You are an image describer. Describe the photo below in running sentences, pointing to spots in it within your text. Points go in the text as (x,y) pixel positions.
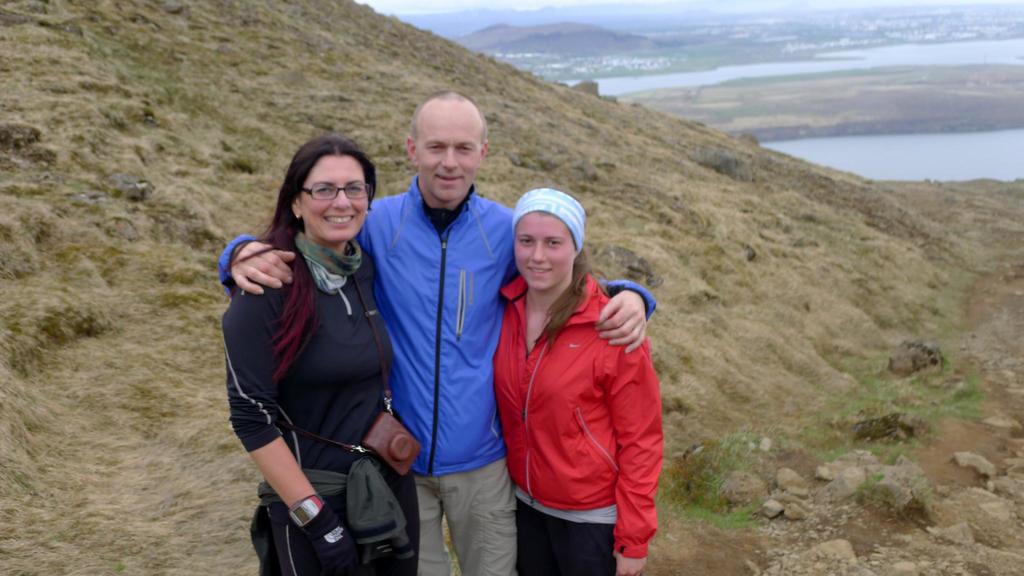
In this picture we can see a man (420,305) and two women (559,352) are standing and smiling, at the bottom (813,439) there is grass (860,440) and some stones (995,516), in the background (823,157) we can see water (848,138), it looks like a hill (576,35) in the background (557,35).
